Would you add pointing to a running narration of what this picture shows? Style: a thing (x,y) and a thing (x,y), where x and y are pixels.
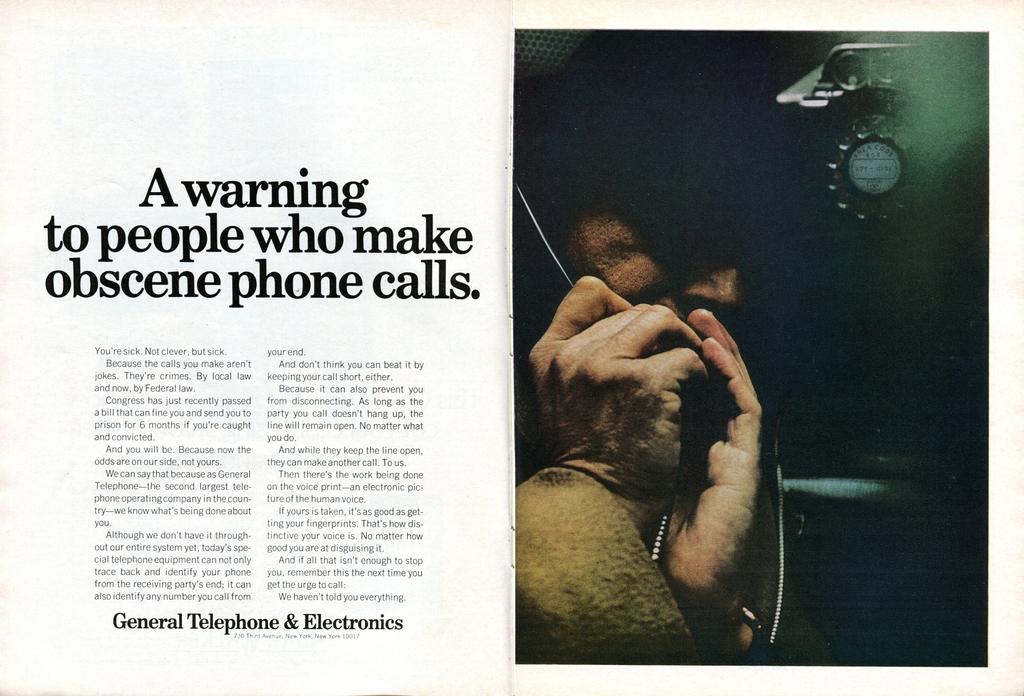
In this image we can see a paper (417,364). On the right side of the image (685,566) we can see a person (651,422). On the left side of the image (243,198) there is a text (225,577).
